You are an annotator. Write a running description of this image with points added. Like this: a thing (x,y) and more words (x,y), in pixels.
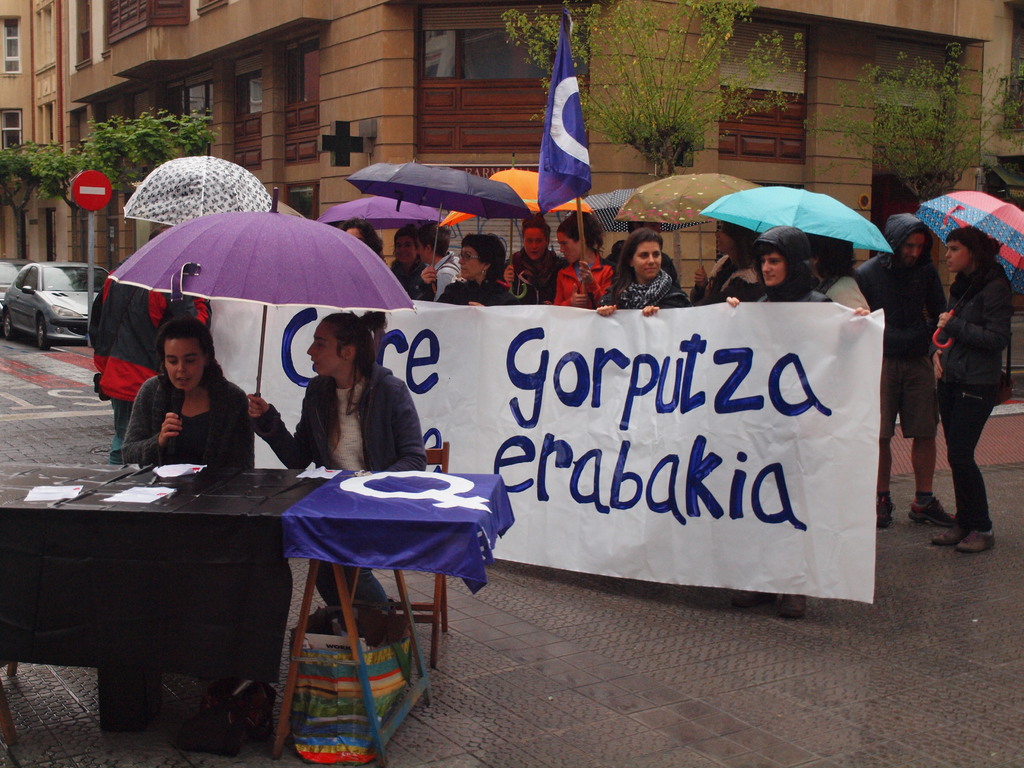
In the center of the image (354,351) there are two people (198,445) sitting on chairs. In the background of the image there are people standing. There is a building (466,100). There are trees (59,175). There is road (592,673) at the bottom of the image (738,673).
